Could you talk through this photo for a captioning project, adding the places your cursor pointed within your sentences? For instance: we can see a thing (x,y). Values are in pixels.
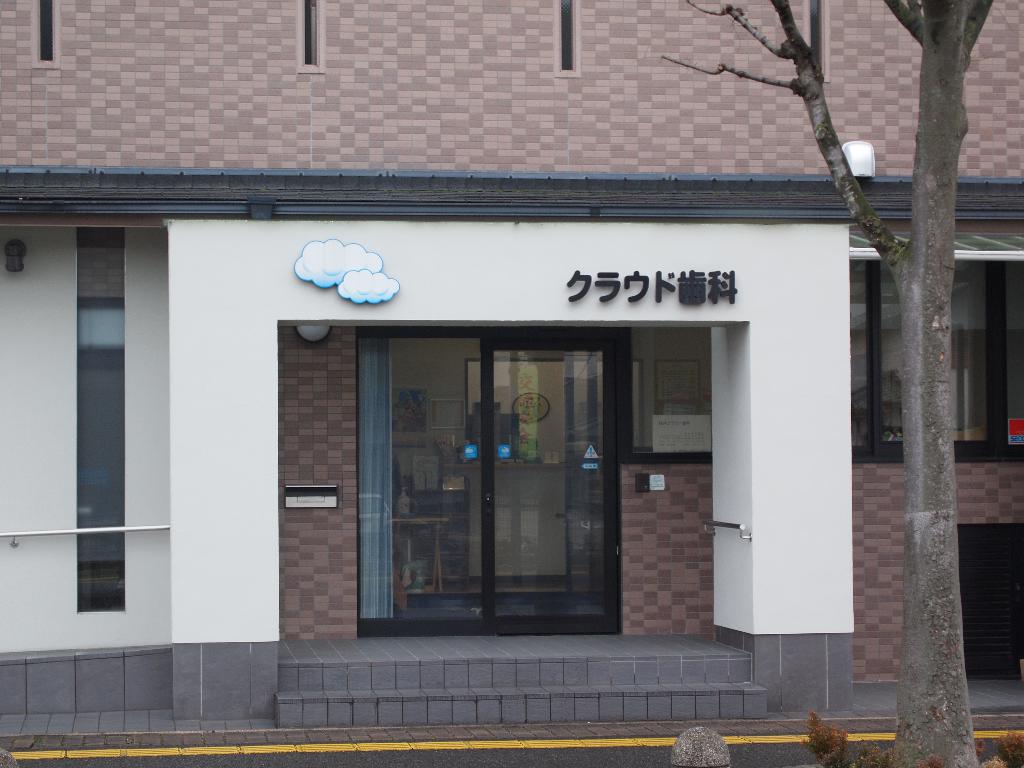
In this image we can see a building (542,360) and there is a door (607,498) and windows (856,427) and we can see text (640,272) on the wall (487,311). There is a tree (924,234) on the right side (920,21) and we can see small plants (835,751) and at the bottom (798,754) we can see the road (339,755).
